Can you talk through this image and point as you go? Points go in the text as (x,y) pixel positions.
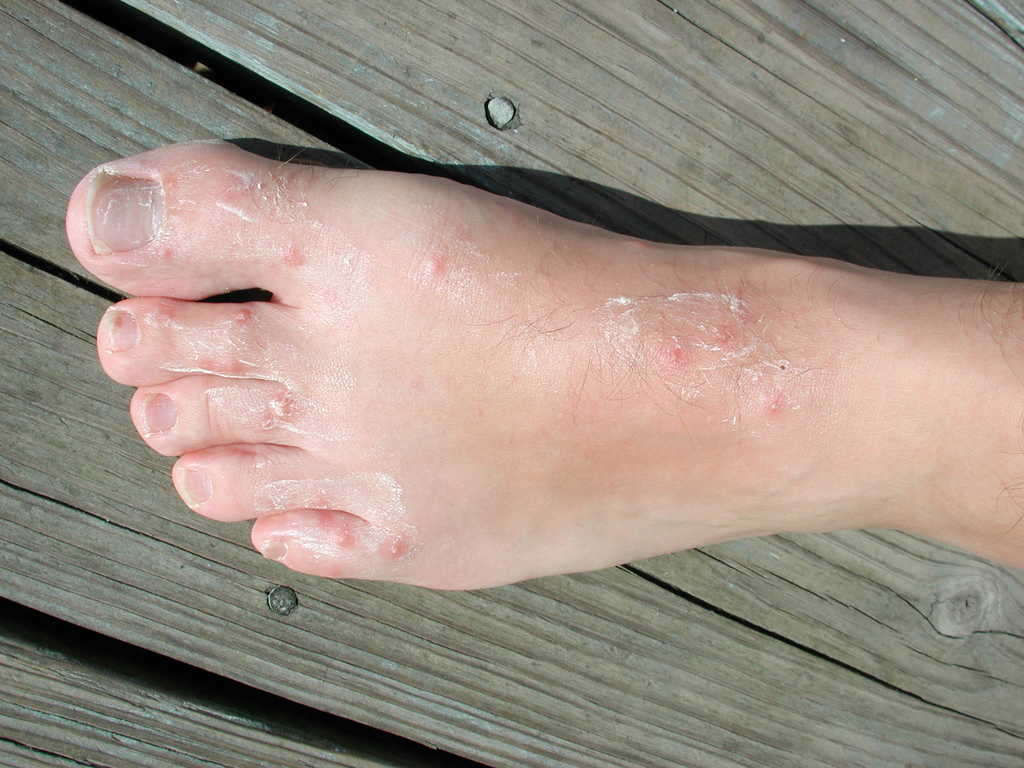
On the wooden surface (325,605) there is a foot (559,423) of a person (709,401). On the foot (727,356) there are pimples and some cream (346,362) is applied on that.
